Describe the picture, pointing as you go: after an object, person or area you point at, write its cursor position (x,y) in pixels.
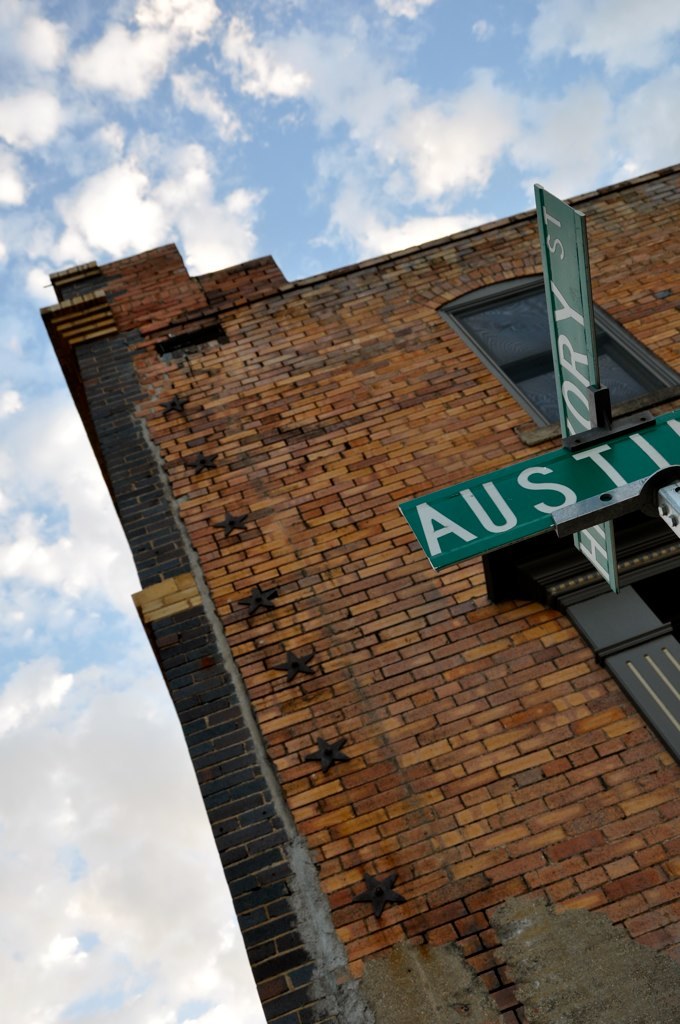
In front of the image there are boards (432,512) with some text (497,498) on it. Behind the boards (579,356), there is a building (452,875). At the top of the image (315,151) there are clouds (294,79) in the sky (351,61).
